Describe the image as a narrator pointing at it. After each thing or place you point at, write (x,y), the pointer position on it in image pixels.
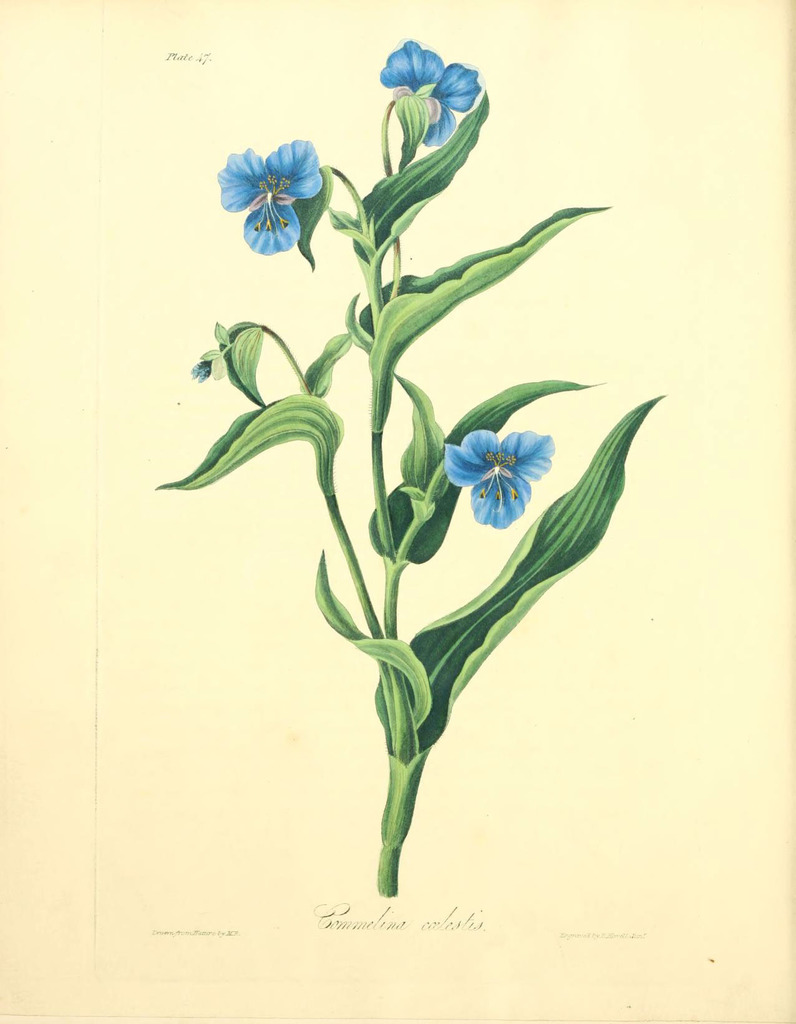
In the image we can see the painting (405,478) of the flowers (295,240), blue in color. Here we can see flower stem (376,462), leaves (390,371) and the text (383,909).
